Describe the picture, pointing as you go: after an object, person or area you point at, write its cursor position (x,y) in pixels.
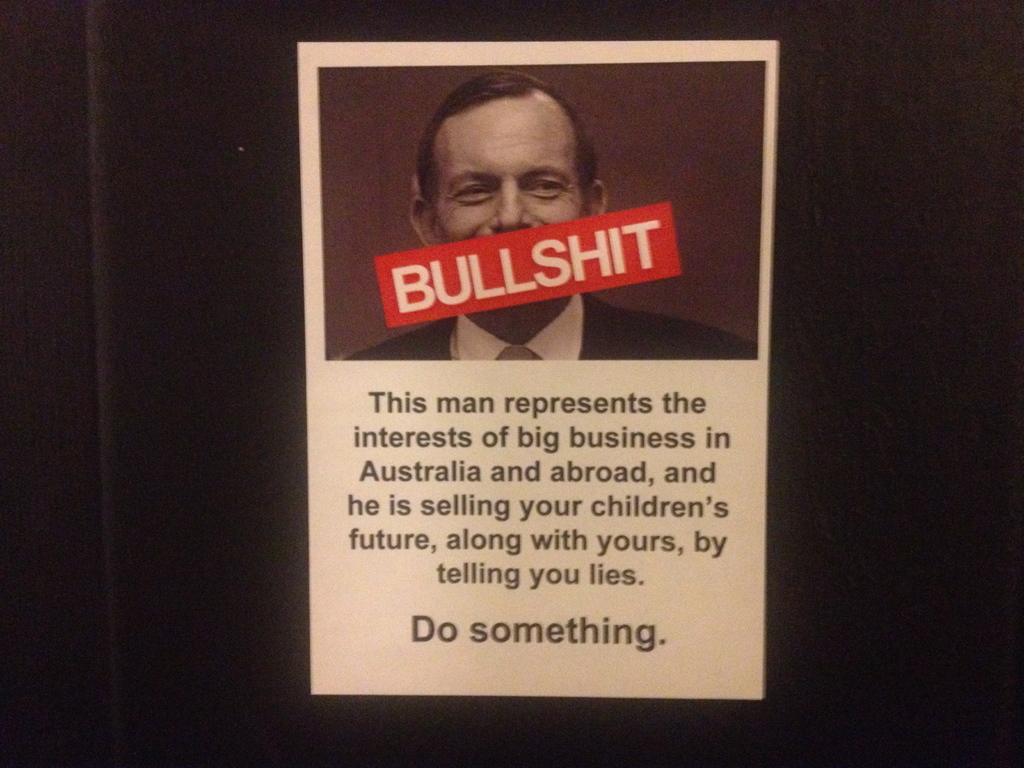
In this picture we can see the poster (461,187) of a person (443,218) and the poster (367,352) is on a black object (933,133). On the poster (477,432) it is written something.
